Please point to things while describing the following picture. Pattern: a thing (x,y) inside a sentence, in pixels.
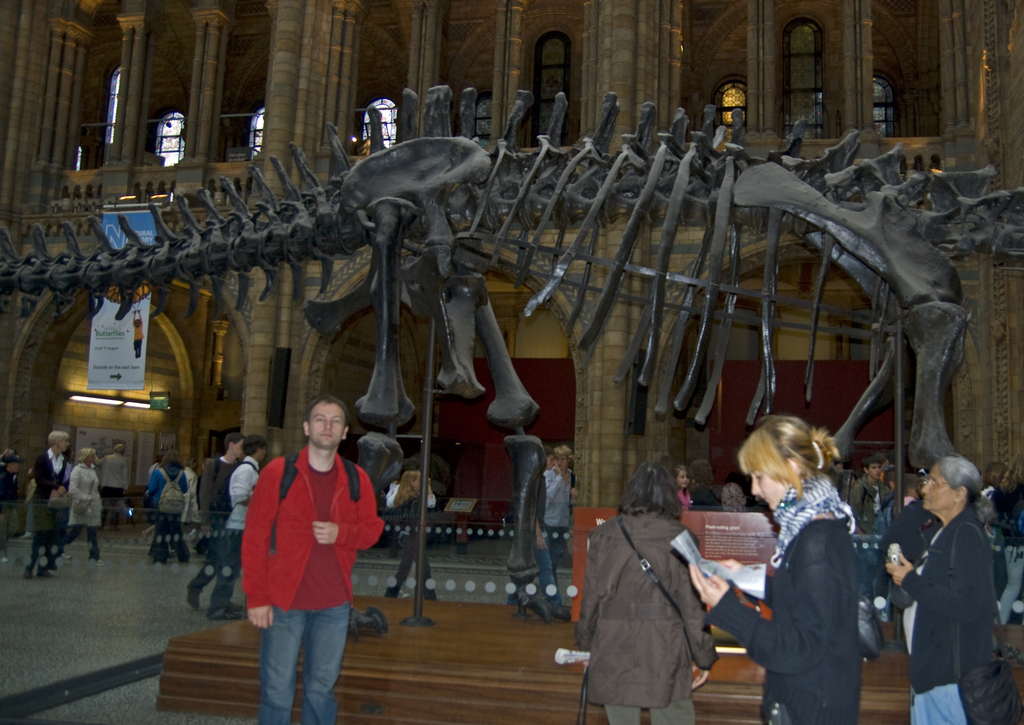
In this image I can see number of people (940,672) are standing. On the right side of this image (793,472) I can see a woman (711,603) is holding a paper (729,571) and in the centre (467,362) I can see skeleton (914,276) of an animal (278,254). I can also see pillars (651,90) in the background (947,117). On the left side of this image (92,355) I can see a light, a board (122,384) and on it I can see something is written.
